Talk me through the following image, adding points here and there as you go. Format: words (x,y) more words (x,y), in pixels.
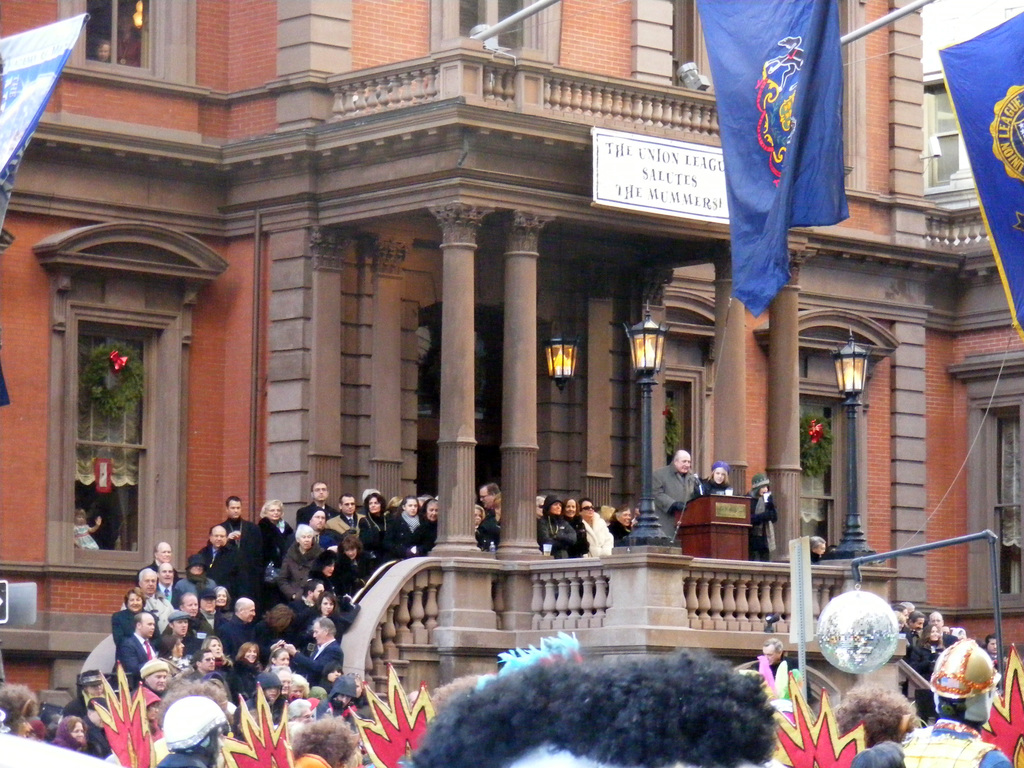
In this picture there are group of people (272,664) standing on the staircase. There is a person (655,482) standing behind the podium (723,539) and there is a microphone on the podium (709,522). At the back (938,480) there is a building (623,430) and there is a board (597,190) and there are flags (804,115) on the building (103,148). There are light poles (855,349).
